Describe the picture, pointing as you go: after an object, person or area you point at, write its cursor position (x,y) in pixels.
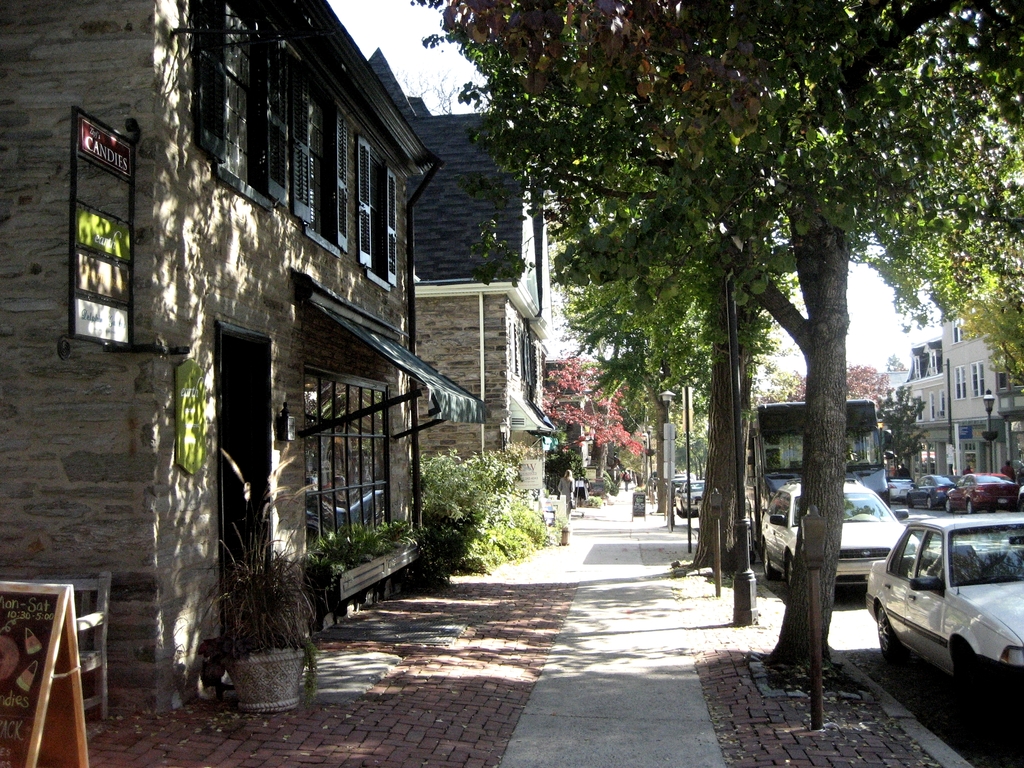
In this image we can see some vehicles (945,568) on the road (788,586) and there is a sidewalk (288,757). On the left side (300,644), we can see some trees (611,354) and plants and there are some building (134,572). We can see some people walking on a sidewalk (220,725) and there is a board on a sidewalk (231,732).
